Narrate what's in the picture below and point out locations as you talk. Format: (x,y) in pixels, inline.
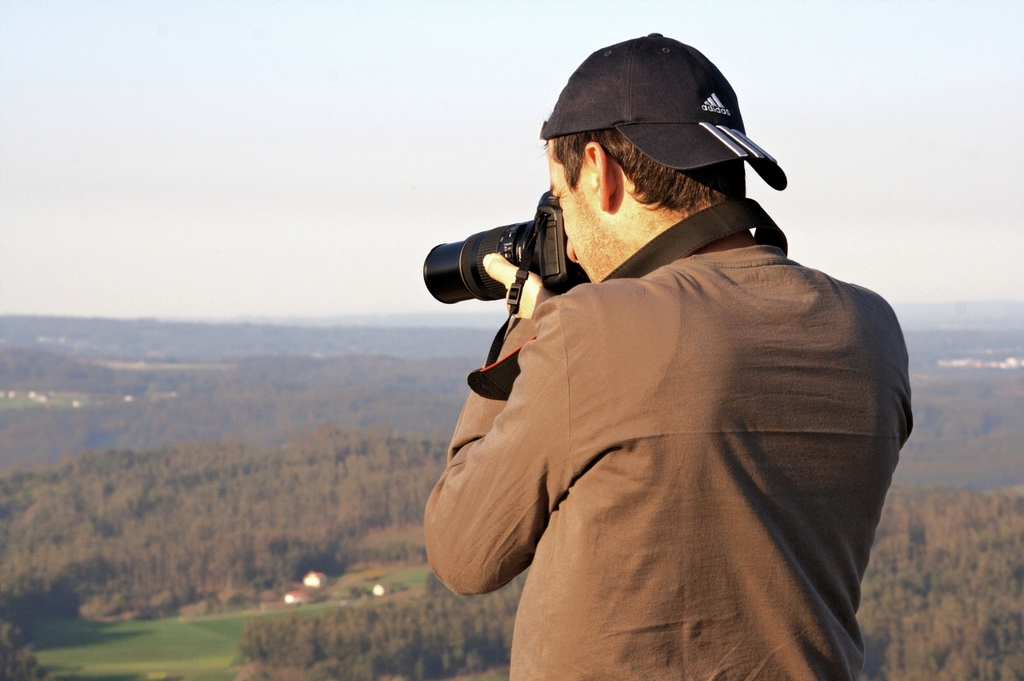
In this image I can see a man (596,565) holding a camera (509,257) in the hands (496,260). He is wearing a t-shirt (571,425) and I can see a cap (601,82) on his head (575,150). In the background (207,471), I can see some trees (209,501), buildings (306,585), grass (189,621). On the top of the image (197,130) I can see the sky (225,130).
